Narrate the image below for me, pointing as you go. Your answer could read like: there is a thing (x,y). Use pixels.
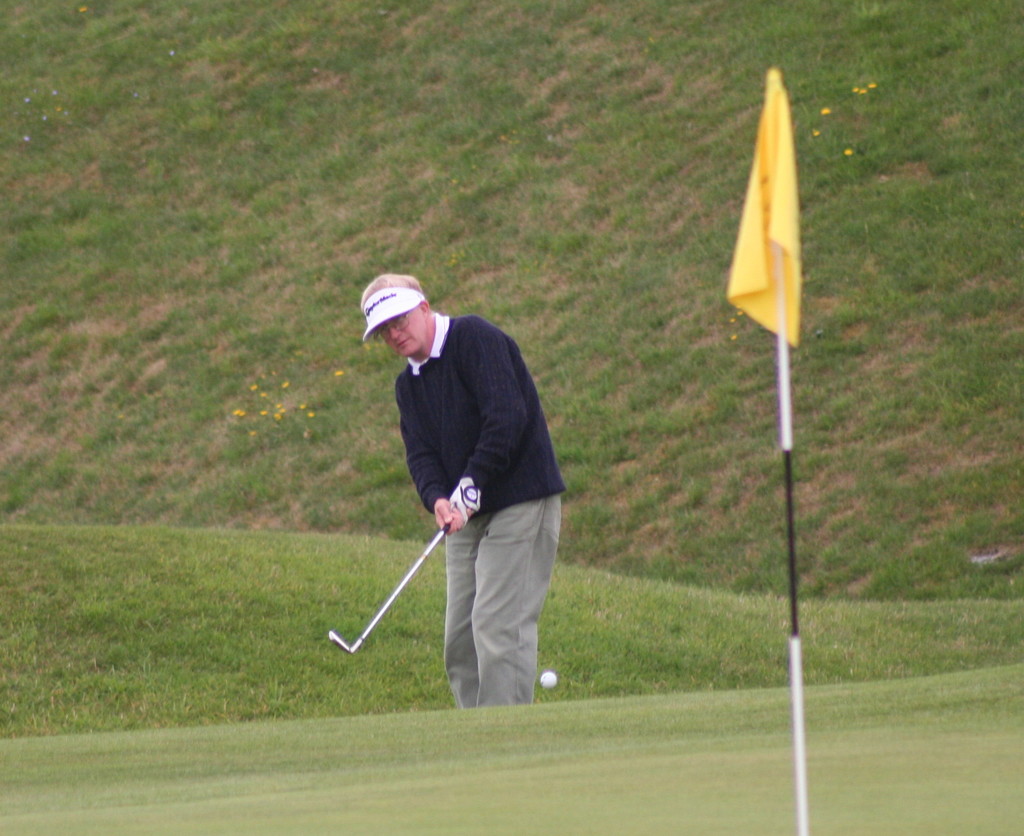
In the center of the image (363,339) there is a person (464,705) playing golf. In the bottom of the image (453,753) there is grass (429,789). There is a flag (742,307).
